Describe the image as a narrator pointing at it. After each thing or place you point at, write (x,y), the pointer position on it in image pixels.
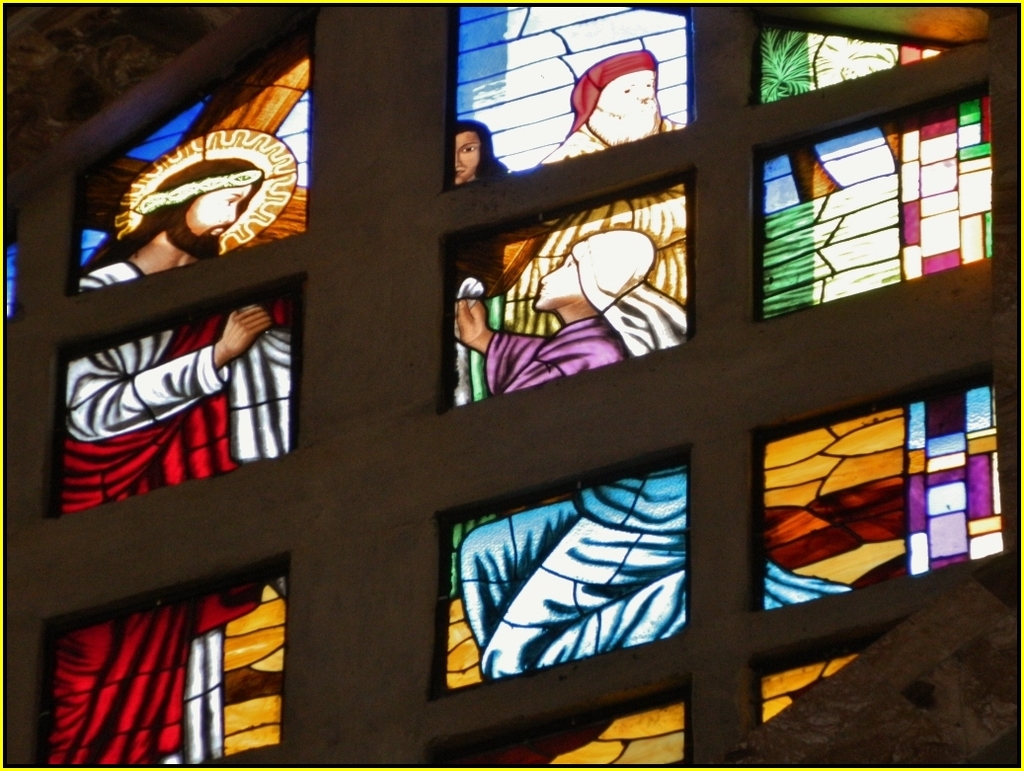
In the picture we can see inside part of the church (423,733) view with a glass wall (93,671) with the paintings (575,755) of Jesus (220,237) and some people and some frames (383,425) to the glass (822,446).
